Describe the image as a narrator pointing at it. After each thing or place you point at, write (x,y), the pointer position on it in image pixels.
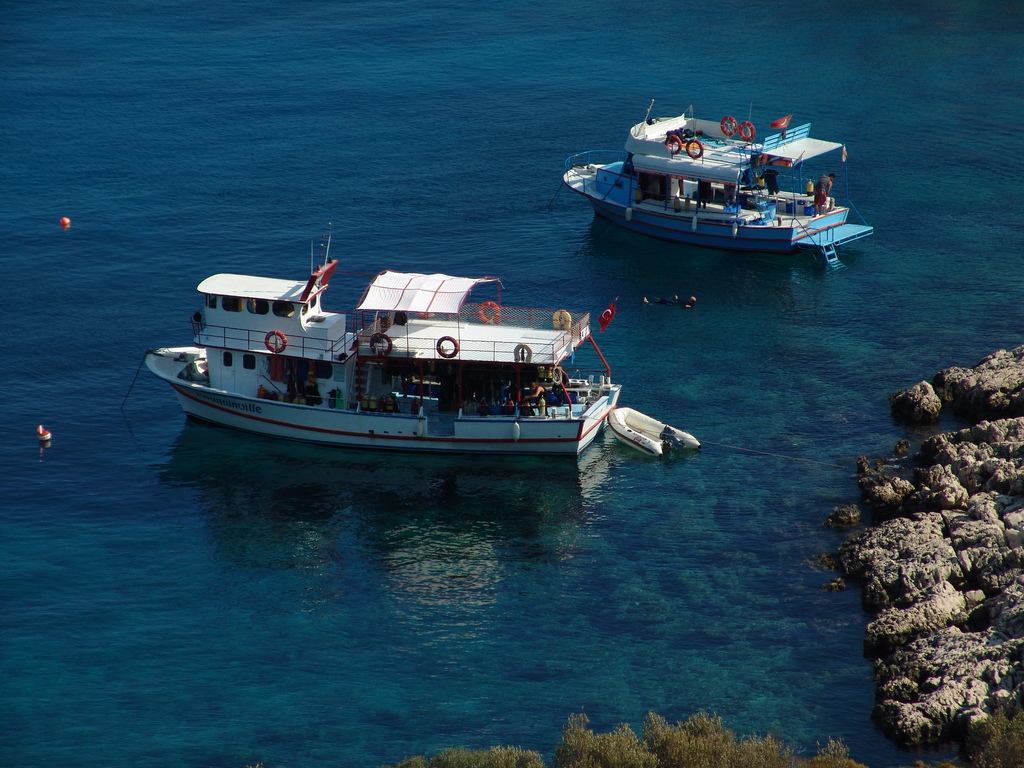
In this picture I can see there are two boats (569,357) sailing on the water (601,620) and there is a rock (963,591) on to right side (980,588) and there is a tree (639,746) here at the bottom of the image (640,756) and there are few people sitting in the boat (580,404).
